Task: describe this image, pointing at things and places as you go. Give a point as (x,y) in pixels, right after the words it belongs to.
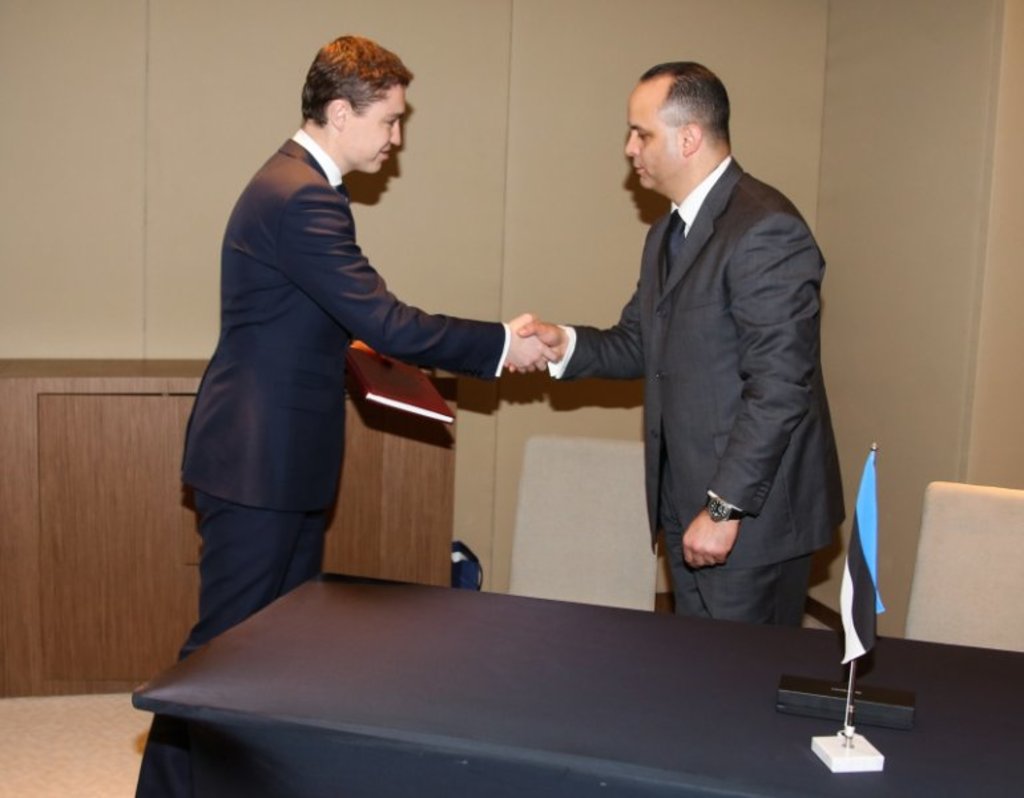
In the image we can see there are two men (715,394) who are standing and shaking their hands (522,344) and the man (328,348) in the left side (327,383) is holding a book (401,395).
